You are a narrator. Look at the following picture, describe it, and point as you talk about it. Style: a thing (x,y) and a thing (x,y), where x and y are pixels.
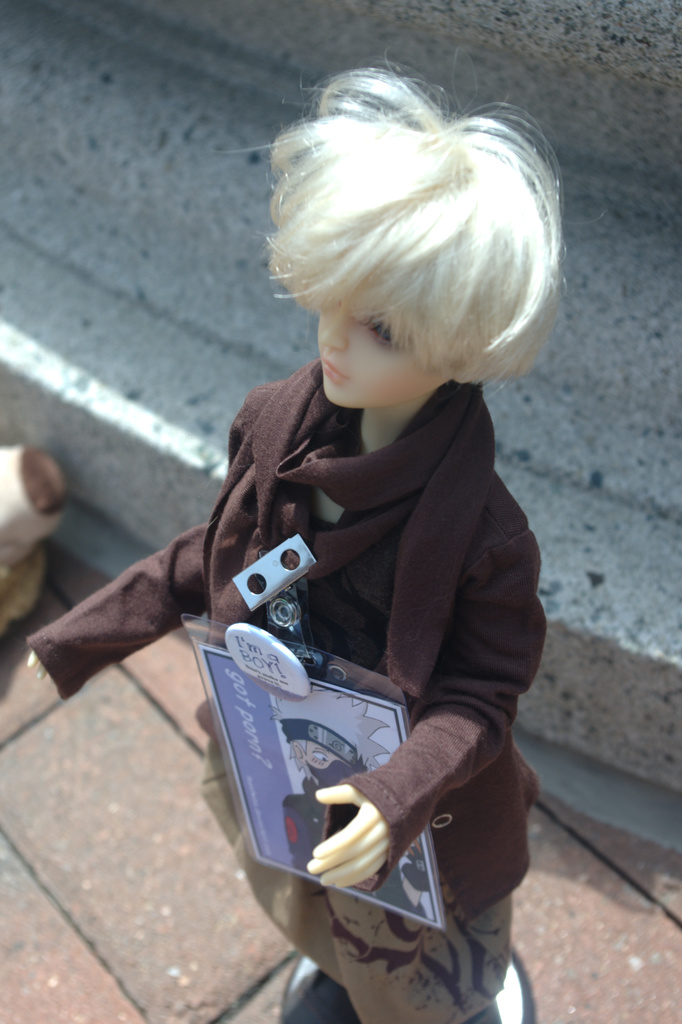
In the picture we can see a barbie doll (430,744) place on the walk path (66,742) and in the background (510,419) we can see a wall (61,270) which is white and black dots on it.
